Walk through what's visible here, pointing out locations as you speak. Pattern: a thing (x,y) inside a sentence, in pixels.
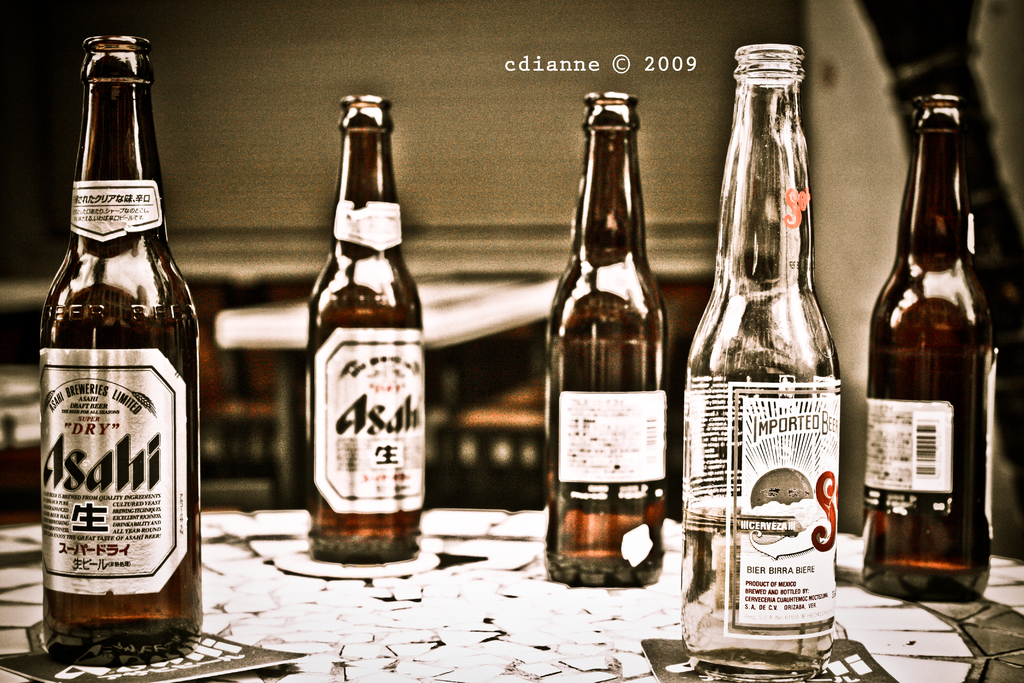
There are many bottles (717,313). These bottles (126,351) are on a table (372,623). On the bottle (599,472) there are logos (811,504).
